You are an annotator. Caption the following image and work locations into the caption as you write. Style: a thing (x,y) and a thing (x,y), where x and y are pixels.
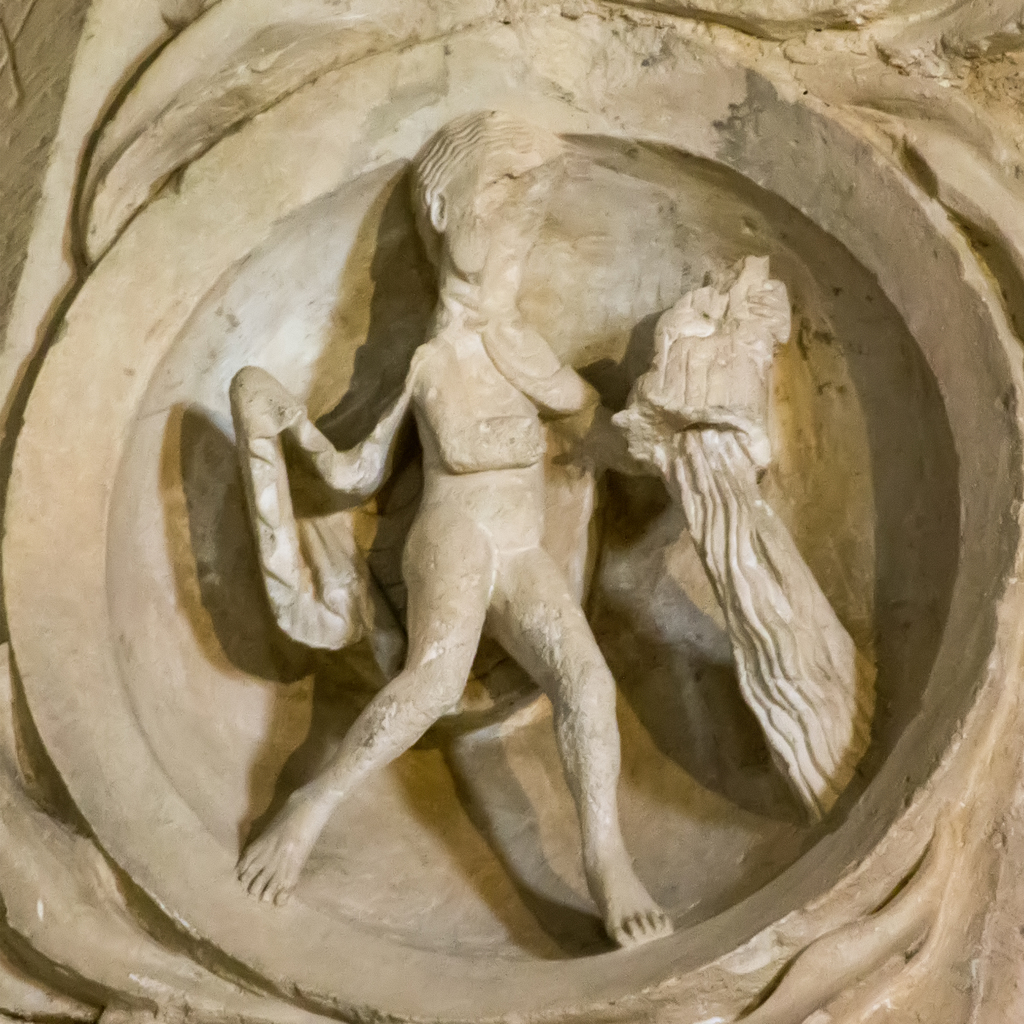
In this picture I can see a statue (530,591) in the middle (419,621).
